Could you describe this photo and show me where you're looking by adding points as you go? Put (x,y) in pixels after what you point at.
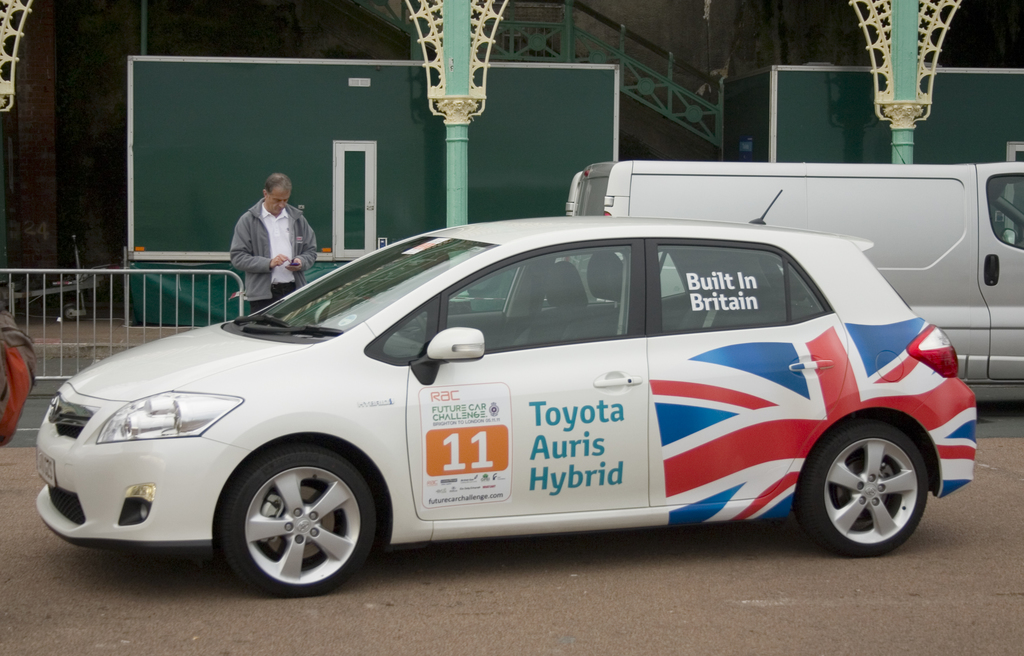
In the foreground (705,360) I can see vehicles (564,511) on the road (668,549) and one person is standing. In the background (668,133) I can see boards (831,160), pillars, staircase (656,104) and a building (701,39). This image is taken, may be during a day.
